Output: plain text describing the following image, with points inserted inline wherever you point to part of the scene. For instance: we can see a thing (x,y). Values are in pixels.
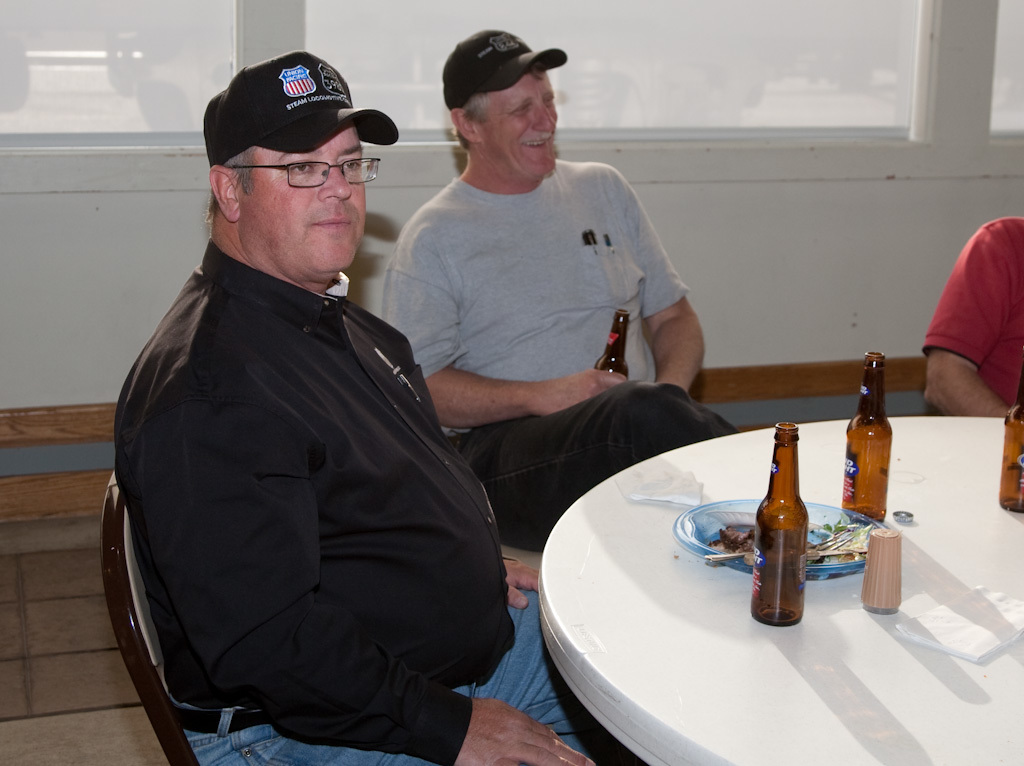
In this image we have three people (639,327) were sitting on the chair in front of the table (820,631). The person (561,263) in the middle (637,359) is holding a glass bottle (621,317) and these people (582,317) are wearing a black hat (298,125) and the person (355,332) on the left side (304,343) is wearing a black jacket (315,467) and spectacles (324,168). On the table (857,636) we have couple of glass bottles (790,578) and a plate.
